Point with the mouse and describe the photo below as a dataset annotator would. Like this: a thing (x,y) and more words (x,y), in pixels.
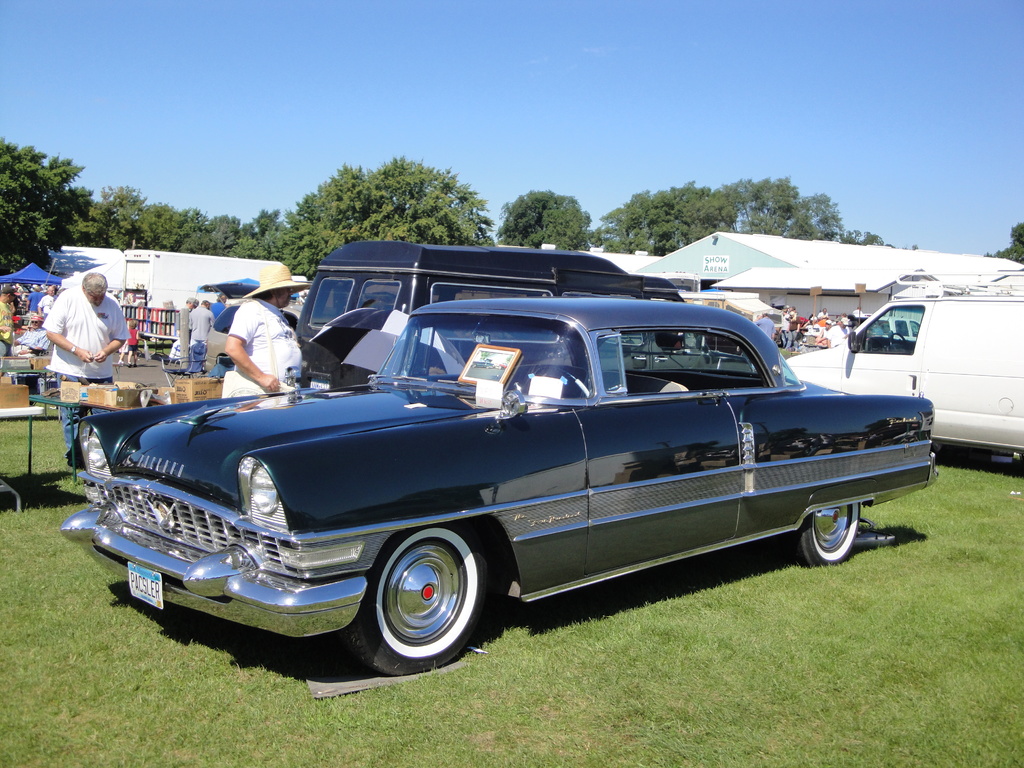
In the center of the image (509,489) we can see car (412,637) on the grass (302,705). In the background (917,349) we can see cars (917,349), persons (100,338), tents (43,272), sheds (670,264), road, objects (132,317) arranged in shelves (143,323), trees (826,239) and sky (347,128).
